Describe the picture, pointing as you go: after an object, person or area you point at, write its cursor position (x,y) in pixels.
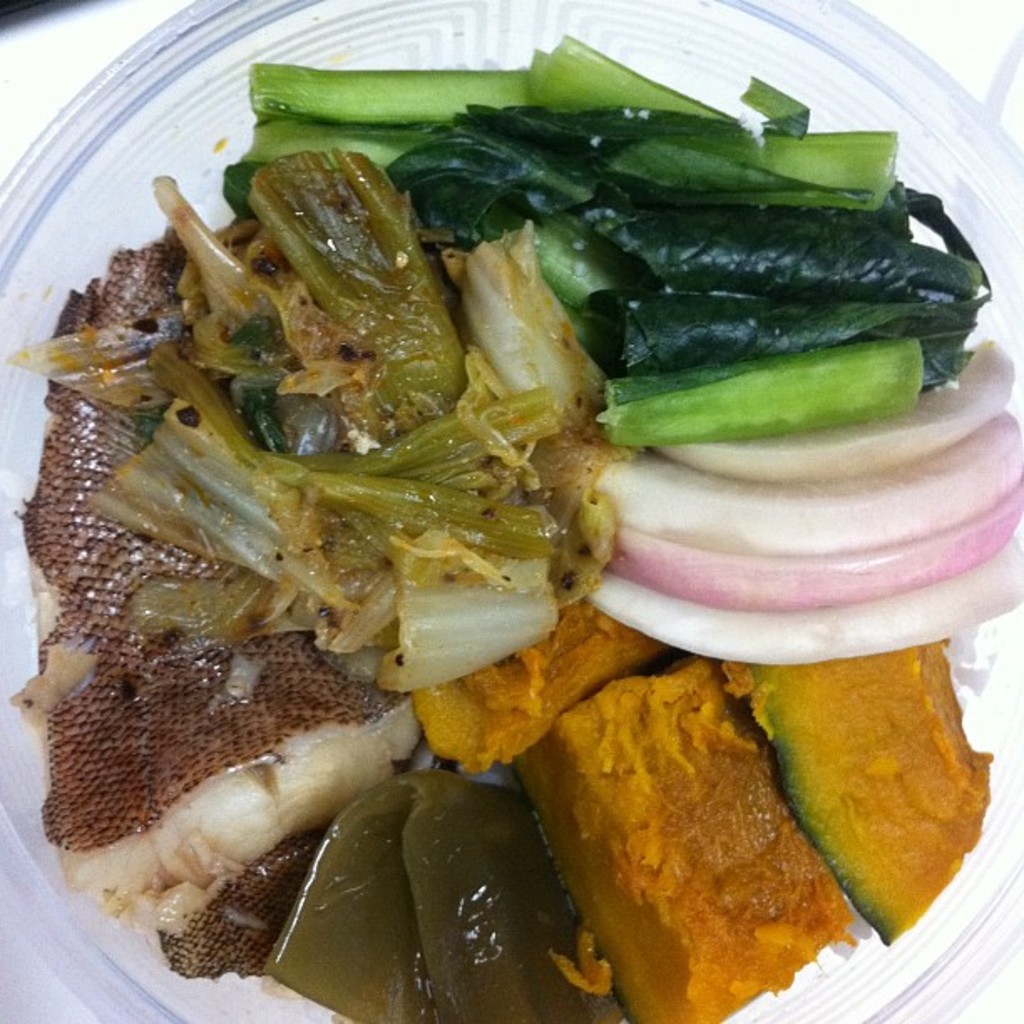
In this image we can see some food (476,508) in a plate (7,755).
